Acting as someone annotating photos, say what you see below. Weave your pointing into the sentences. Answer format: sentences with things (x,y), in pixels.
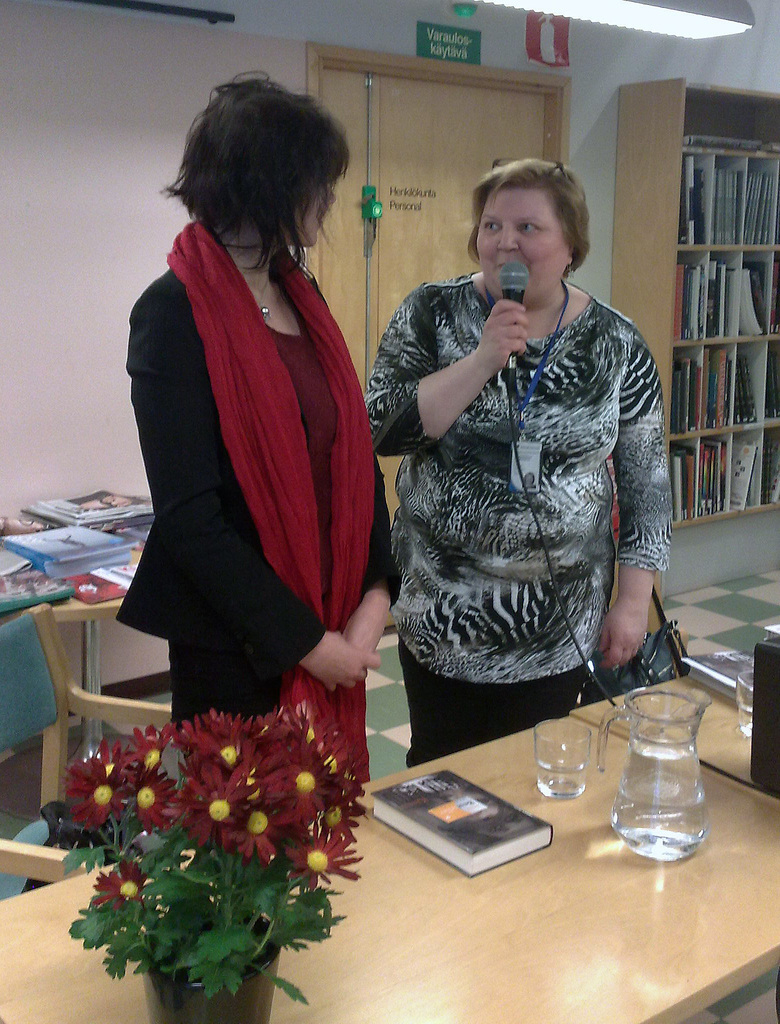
In this picture we can see two persons (391,601) are standing on the floor (712,603). This is table (640,878). On the table (742,820) there are glasses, jar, book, and a flower vase (258,855). This is chair (0,690). On the background (168,150) there is a wall (31,101) and this is door (436,185). Here we can see a rack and there are some books (742,315). And this is light (652,24).
